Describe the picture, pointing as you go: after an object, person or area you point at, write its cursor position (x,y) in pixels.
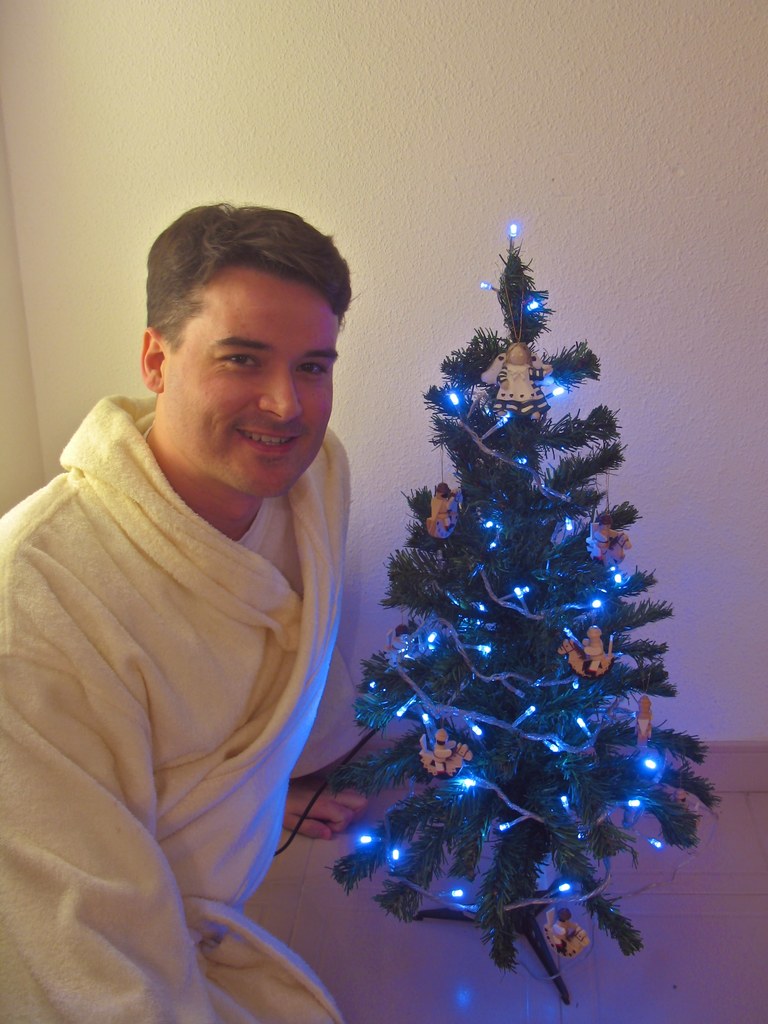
In this image we can see a person (339,820) sitting on the floor (325,860) and smiling, also we can see a christmas (503,620) tree with decorative lights (494,722) and some objects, in the background (454,197) we can see the wall (465,201).
